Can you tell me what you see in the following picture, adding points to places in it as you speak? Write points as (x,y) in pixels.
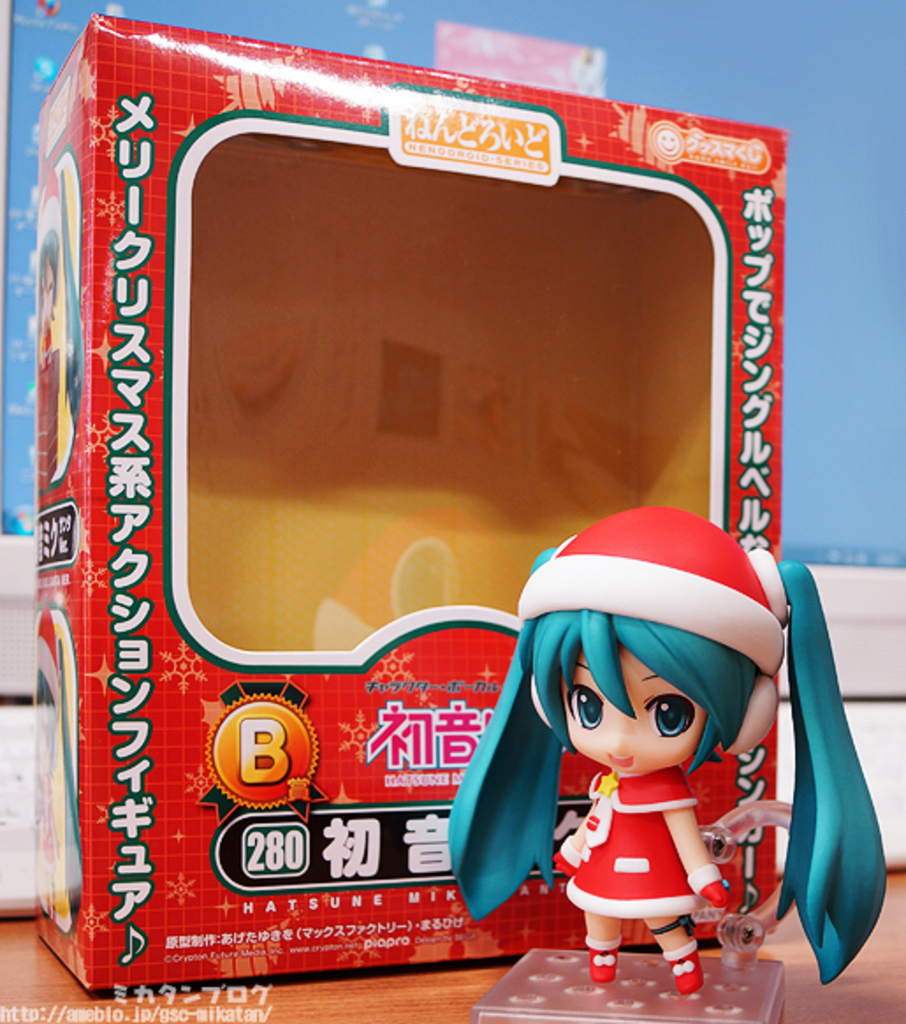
In this picture we can see a doll (624,911) and a box (183,757) on the wooden surface (126,1007). In the background (798,117) we can see a monitor (796,144).
